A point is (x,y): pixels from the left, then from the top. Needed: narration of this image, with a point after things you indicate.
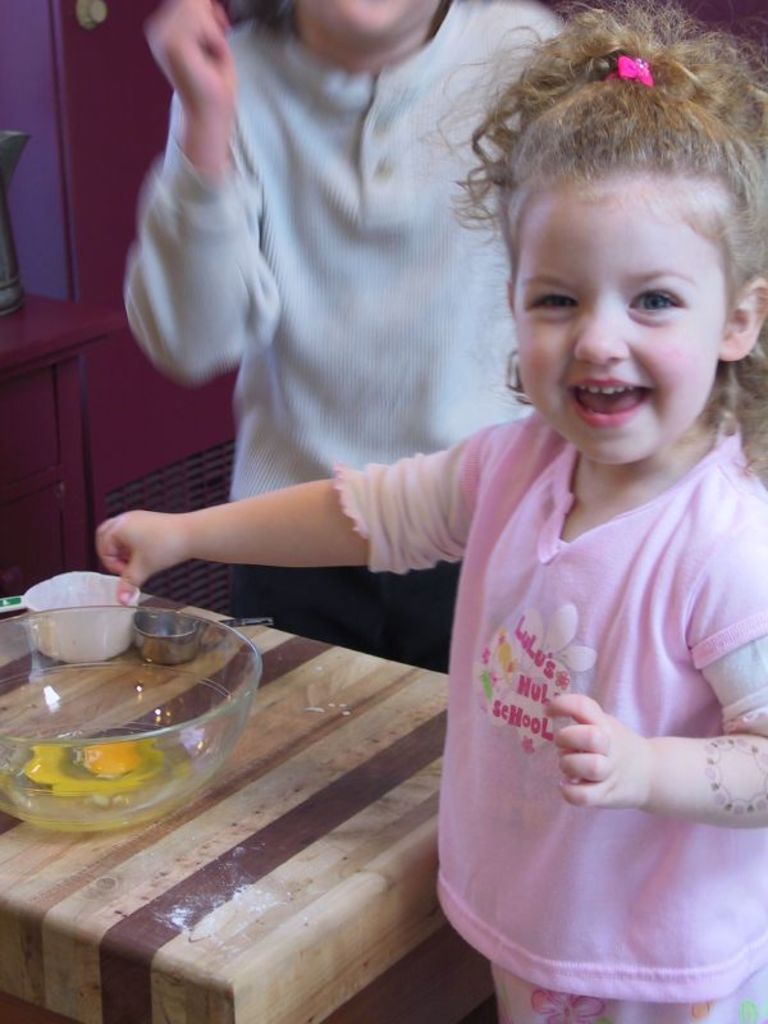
In this image i can see a girl (598,542) standing, wearing a pink dress (596,834). In front of her i can see a table (266,854) with a bowl (197,630) on it. In the background (365,257) i can see a person (307,165) standing, a wall (138,170) and a table (76,331).
